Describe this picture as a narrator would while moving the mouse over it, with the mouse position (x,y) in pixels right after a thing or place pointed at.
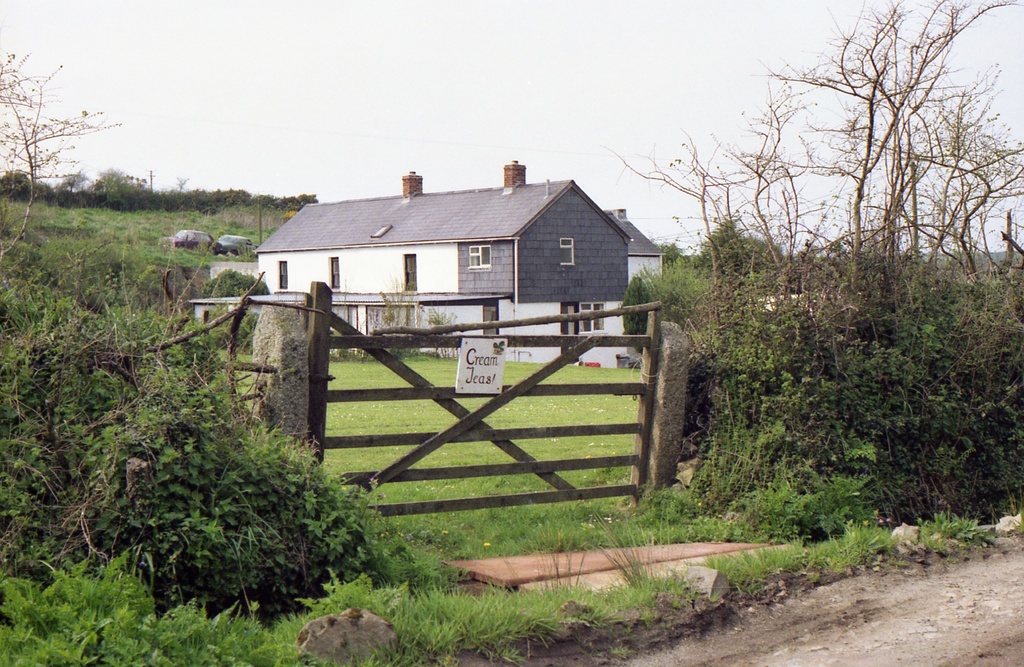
In this picture we can see few trees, grass (358,410) and houses (548,247), in the background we can find cars (237,253).
